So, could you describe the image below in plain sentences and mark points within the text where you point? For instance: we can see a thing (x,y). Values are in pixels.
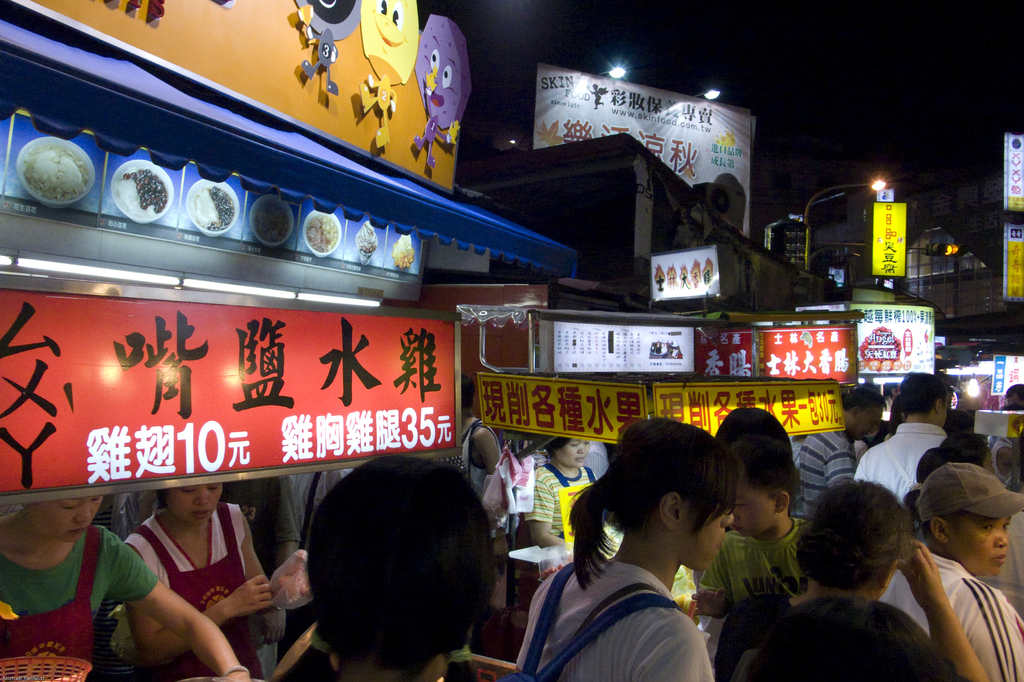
In this image I can see group of people (555,643) standing. The person (670,626) in front (677,610) wearing white shirt (658,614), blue color bag (645,600). Background (585,347) I can see few boards (137,365) which are in red, yellow, and white color attached to the pole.
